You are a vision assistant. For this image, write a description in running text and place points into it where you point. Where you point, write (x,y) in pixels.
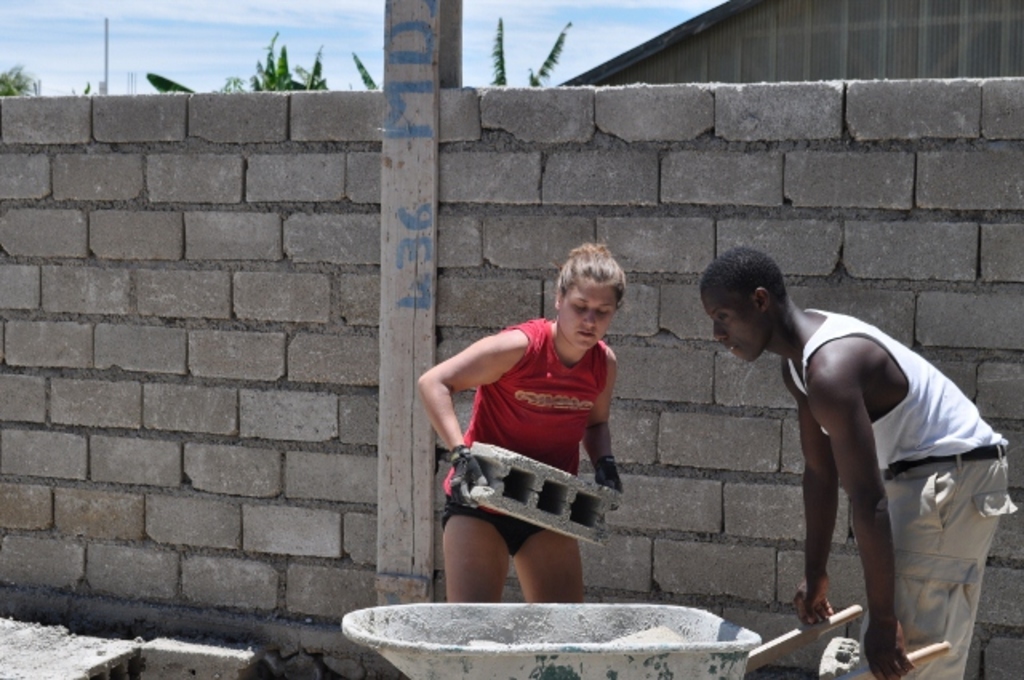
In the image we can see a man (819,456) and a woman (551,401) standing, they are wearing clothes (557,433) and we can see a woman (525,419) wearing gloves (476,483) and holding a brick (488,489) in her hand (480,468). Here we can see the wall (174,310), trees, pole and the sky (143,18).
